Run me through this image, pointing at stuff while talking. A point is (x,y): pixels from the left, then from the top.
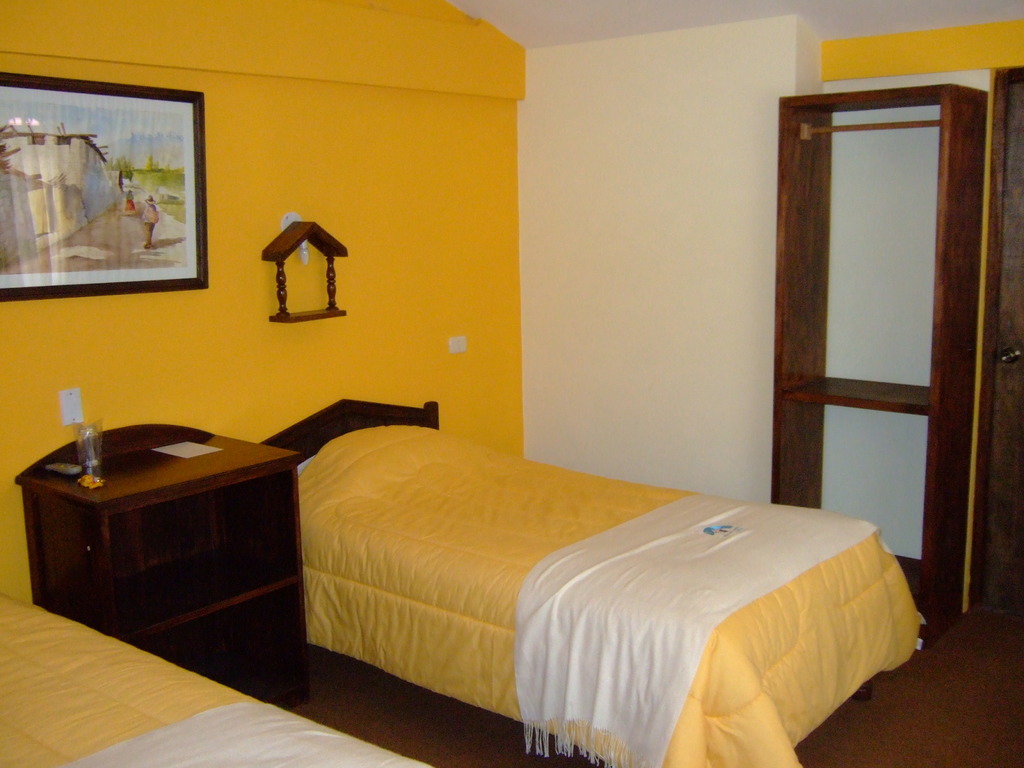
The image is taken in a bedroom (229,647). In the foreground (345,648) there are beds (334,622), blanket (531,605), desk (206,554), glass (96,470) and other objects (91,485). On the left (104,163) there is a frame (123,148). On the right (906,218) there is a closet (904,251) and door (1018,197). In the center of the picture (485,280) it is wall (444,188).
